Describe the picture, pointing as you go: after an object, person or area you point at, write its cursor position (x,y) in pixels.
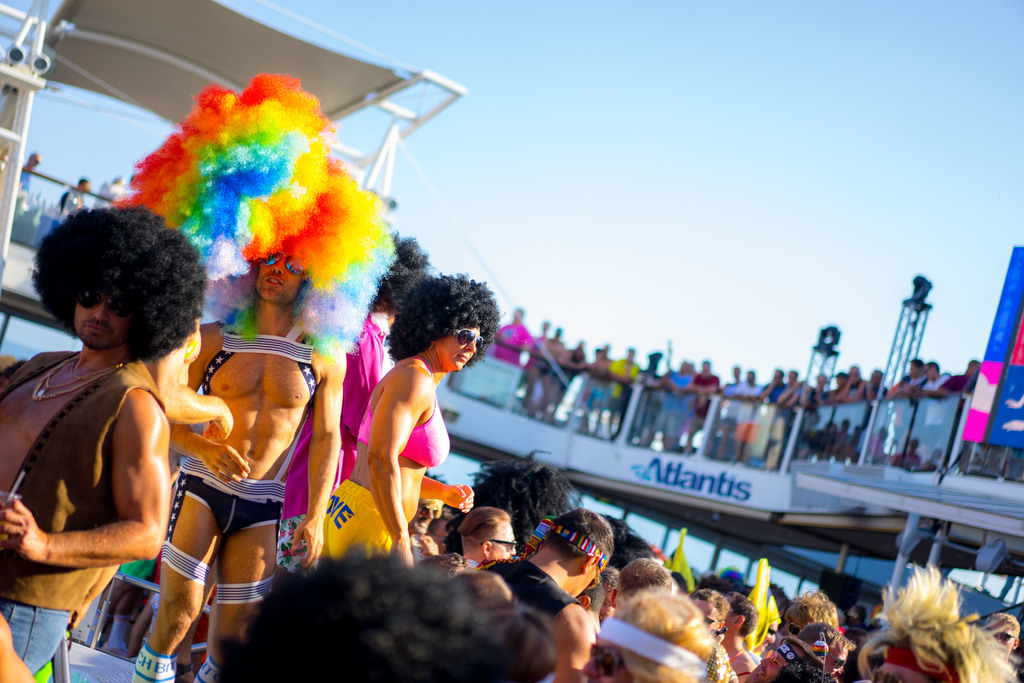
In this image I can see some people (587,557). I can see a board (687,477) with some text (703,485) written on it. At the top (724,157) I can see the sky (666,133).
